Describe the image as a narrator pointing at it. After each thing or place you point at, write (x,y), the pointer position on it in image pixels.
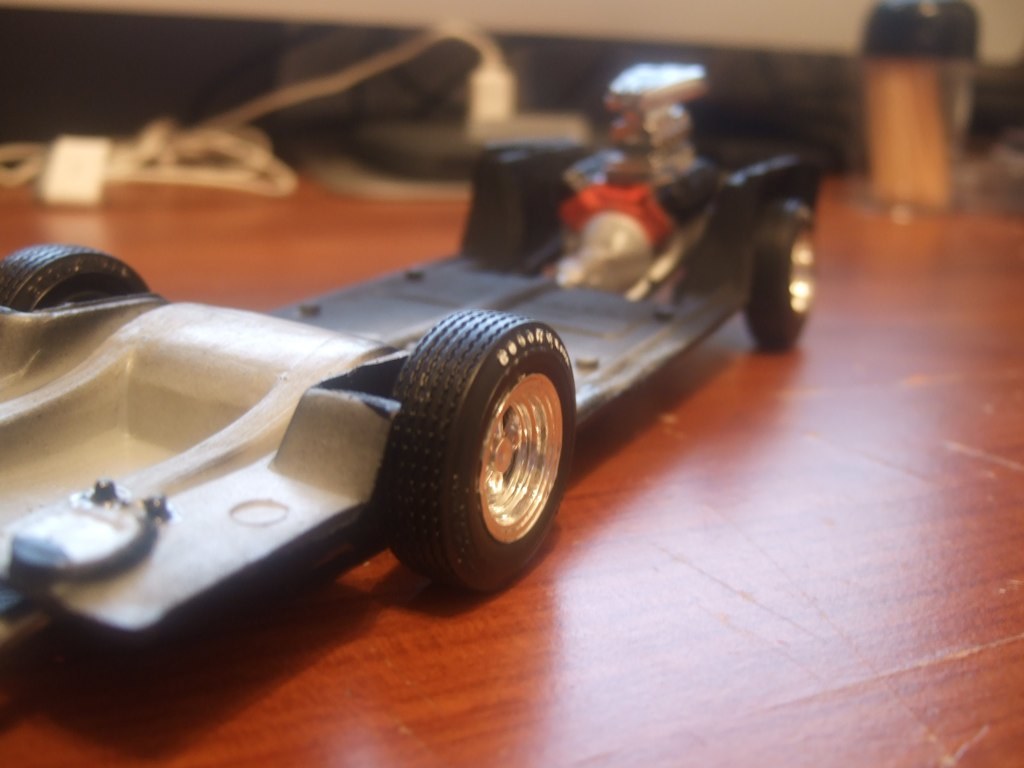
In this image in the front (482,382) there is a toy car (469,364). In the background (243,158) there are wires (126,157) and there is an object (428,129) which is black in colour. On the right side (933,87) there is a box (931,107).
